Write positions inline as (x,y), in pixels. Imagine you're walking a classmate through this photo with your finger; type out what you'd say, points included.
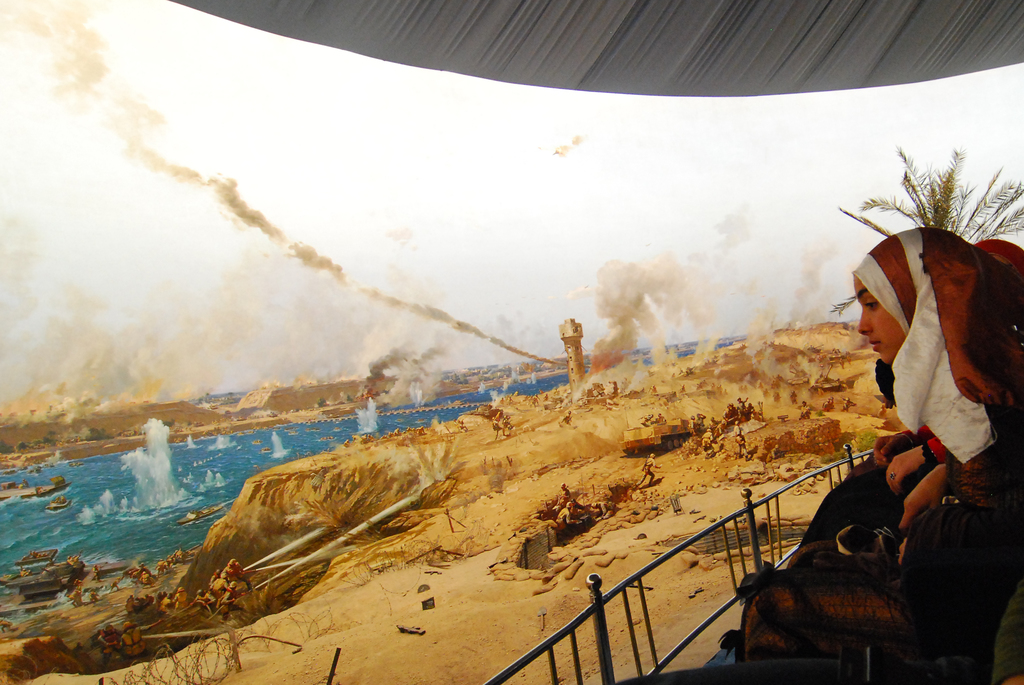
In this picture there is a woman (979,347), tree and there are bags (937,558) and there is a railing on the right side of the image (876,525). On the left side of the image (189,453) there are boats (58,484) on the water (164,455) and there are group of people (716,430) and there is a tower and smoke (359,345). At the top (417,177) there is sky (456,163). At the bottom (328,605) there is sand (414,645).
